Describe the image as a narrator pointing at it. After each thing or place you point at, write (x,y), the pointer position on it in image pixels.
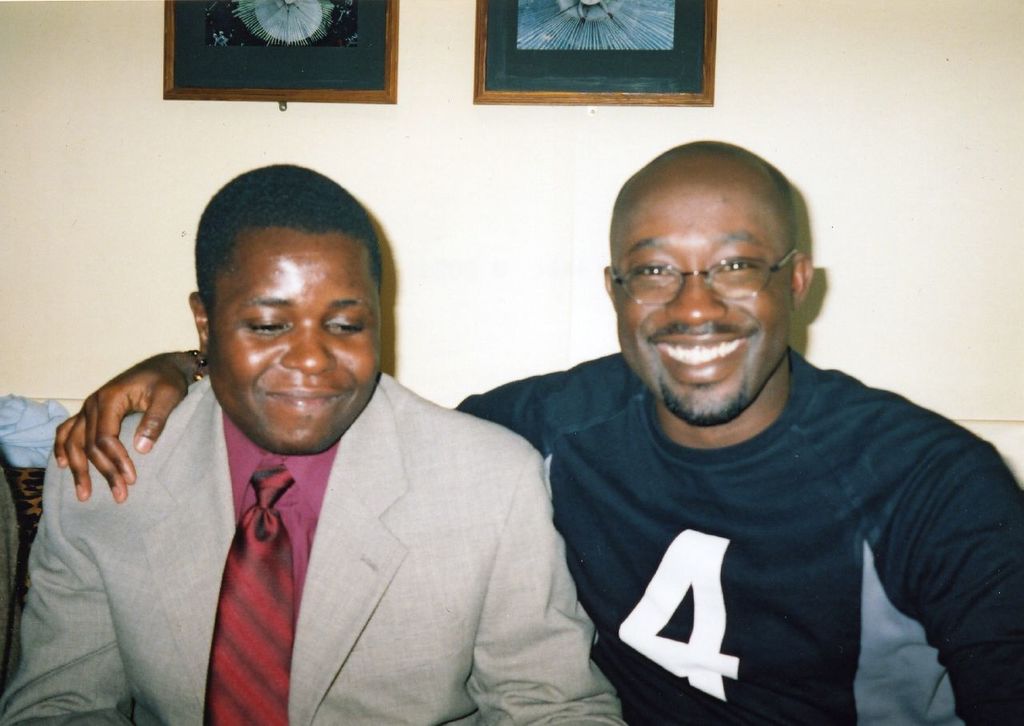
In this image, we can see people (445,505) sitting and one of them is wearing a tie (260,483) and the other is wearing glasses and smiling. In the background (322,115), there are frames (302,72) placed on the wall (457,236) and we can see an object (35,444).
